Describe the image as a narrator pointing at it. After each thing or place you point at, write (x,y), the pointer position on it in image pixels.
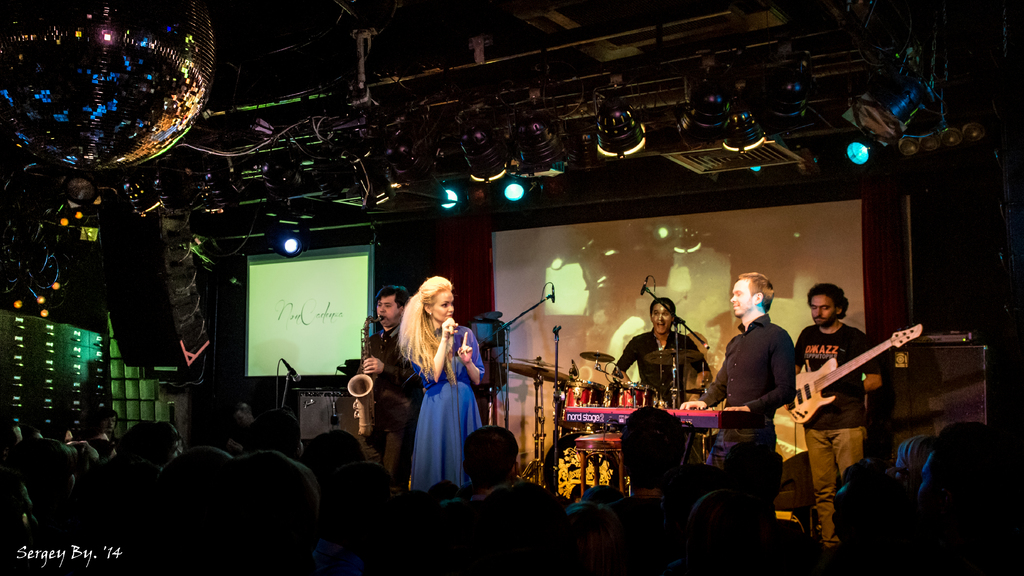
Here I can see a woman (425,342) and a few men (394,395) are standing on the stage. The woman (417,374) is holding a mike (450,327) in the hand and the men (384,337) are playing some musical instruments (576,392). In the background (717,363) there are two screens (624,279). On the top (902,116) I can see the lights (886,123). At the bottom of the image (353,510) I can see few people (285,496) are looking at the stage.
